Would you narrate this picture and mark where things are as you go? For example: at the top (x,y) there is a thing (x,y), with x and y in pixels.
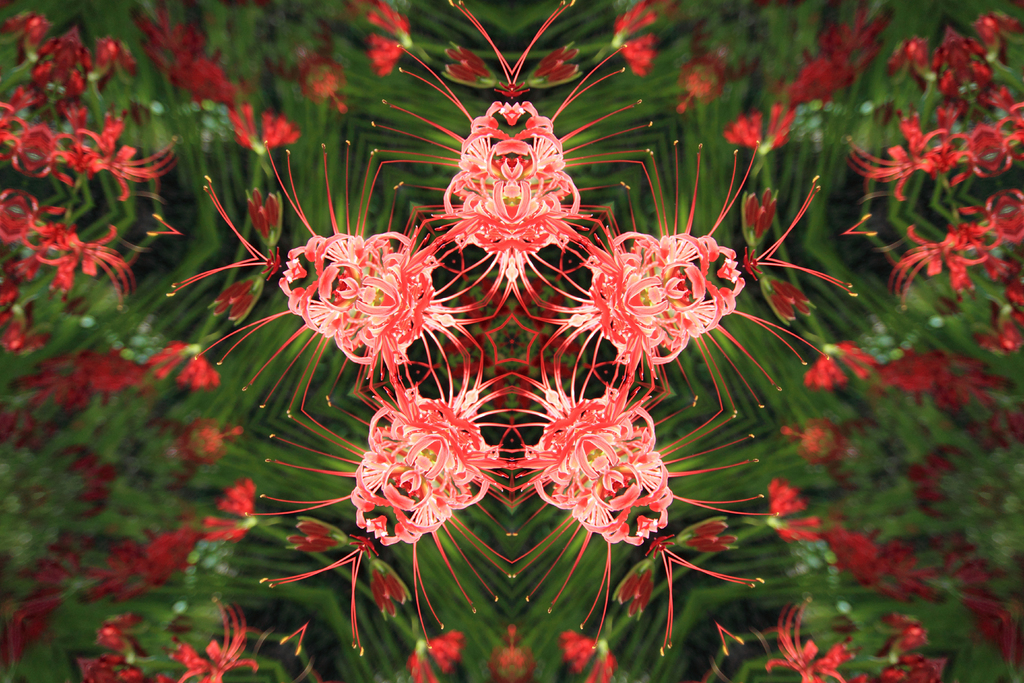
In the picture we can see a plant (666,478) with a flower (584,476) on the grass (495,501) with five time images.
